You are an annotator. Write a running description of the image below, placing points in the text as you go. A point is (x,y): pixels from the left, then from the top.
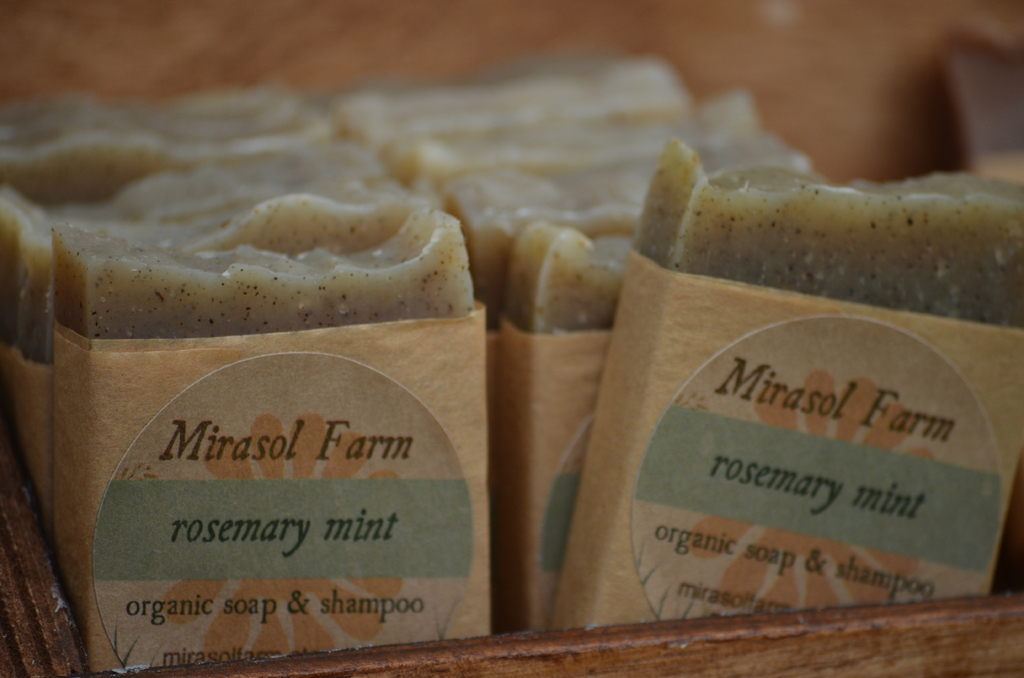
The picture consists of some soap items (489,195) packed and placed in a box (584,660). At the top (534,40) it is blurred.
